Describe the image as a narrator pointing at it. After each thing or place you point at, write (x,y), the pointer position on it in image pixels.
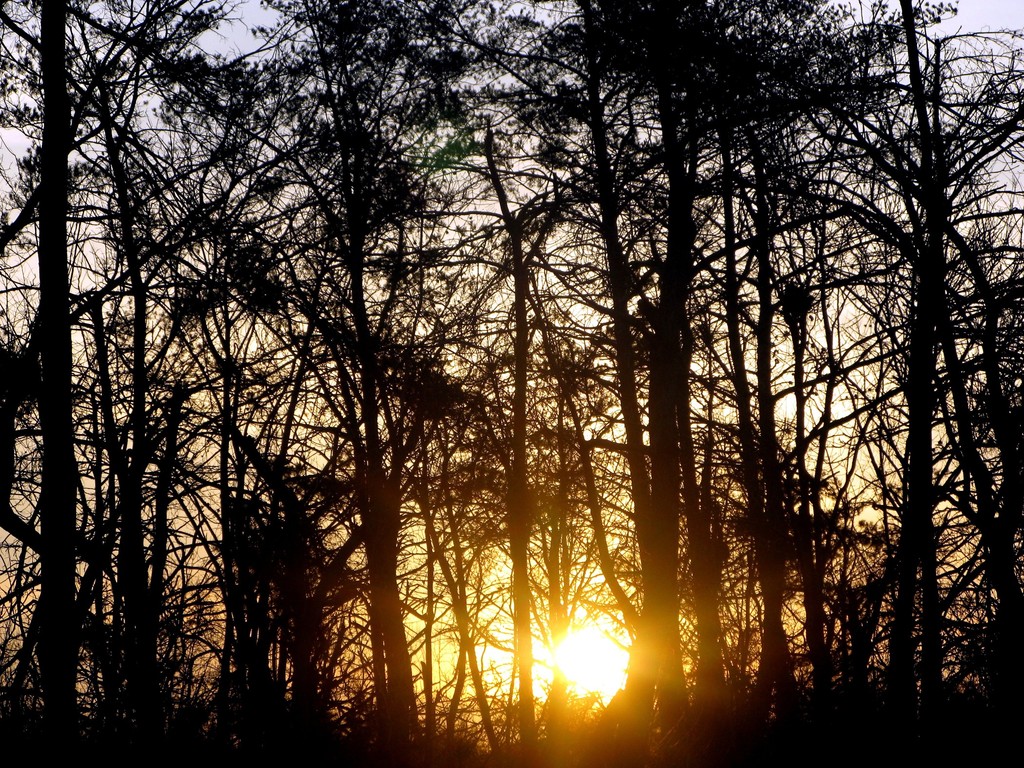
In this image I can see many trees (540,445). In the back (331,420) there is a sun (595,647) and the sky (298,430).
